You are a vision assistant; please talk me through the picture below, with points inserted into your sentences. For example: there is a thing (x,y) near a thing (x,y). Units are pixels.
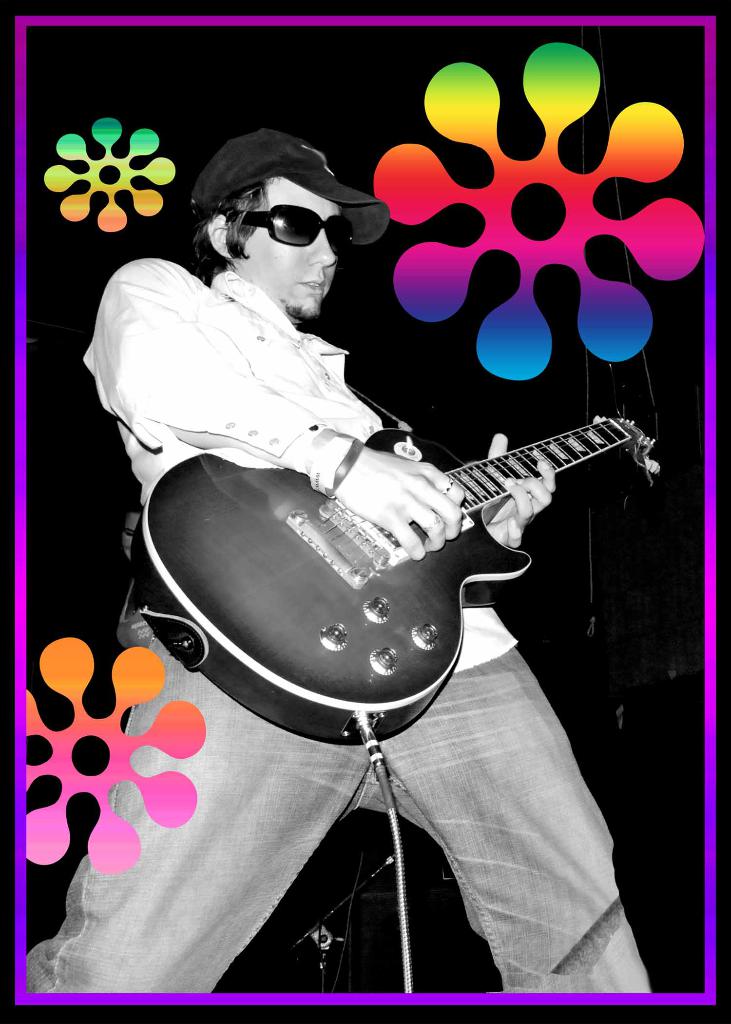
As we can see in the image there is a man (263,157) wearing black color hat (281,173), goggles (314,239), white color shirt (267,353) and holding guitar (349,681).
